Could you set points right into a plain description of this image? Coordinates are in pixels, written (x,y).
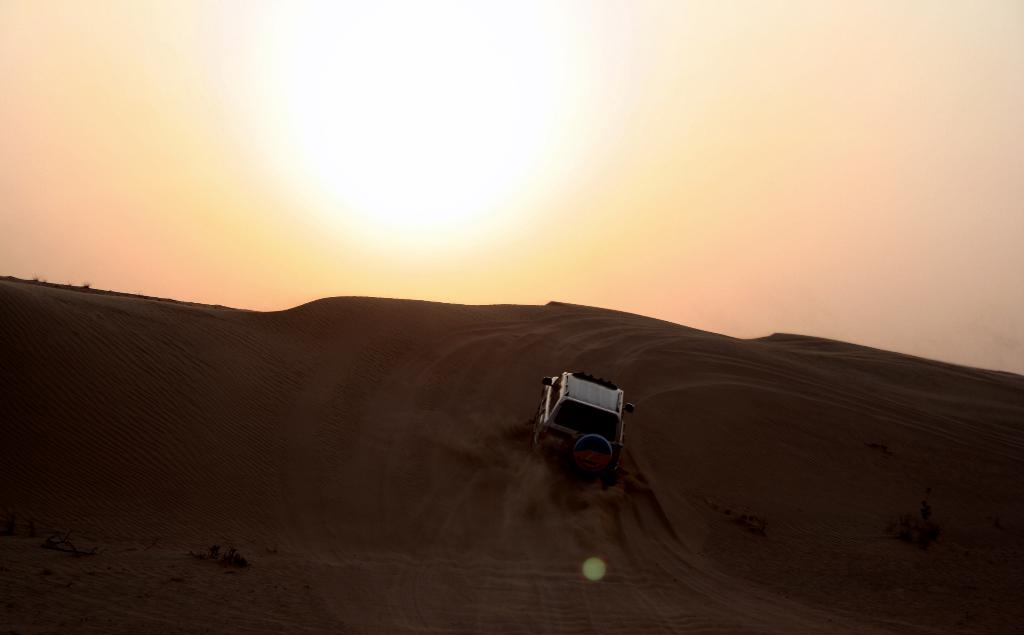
In the image we can see a vehicle (568,411), sand (504,442), sky (871,271), plant (920,512) and the sun (374,143).
